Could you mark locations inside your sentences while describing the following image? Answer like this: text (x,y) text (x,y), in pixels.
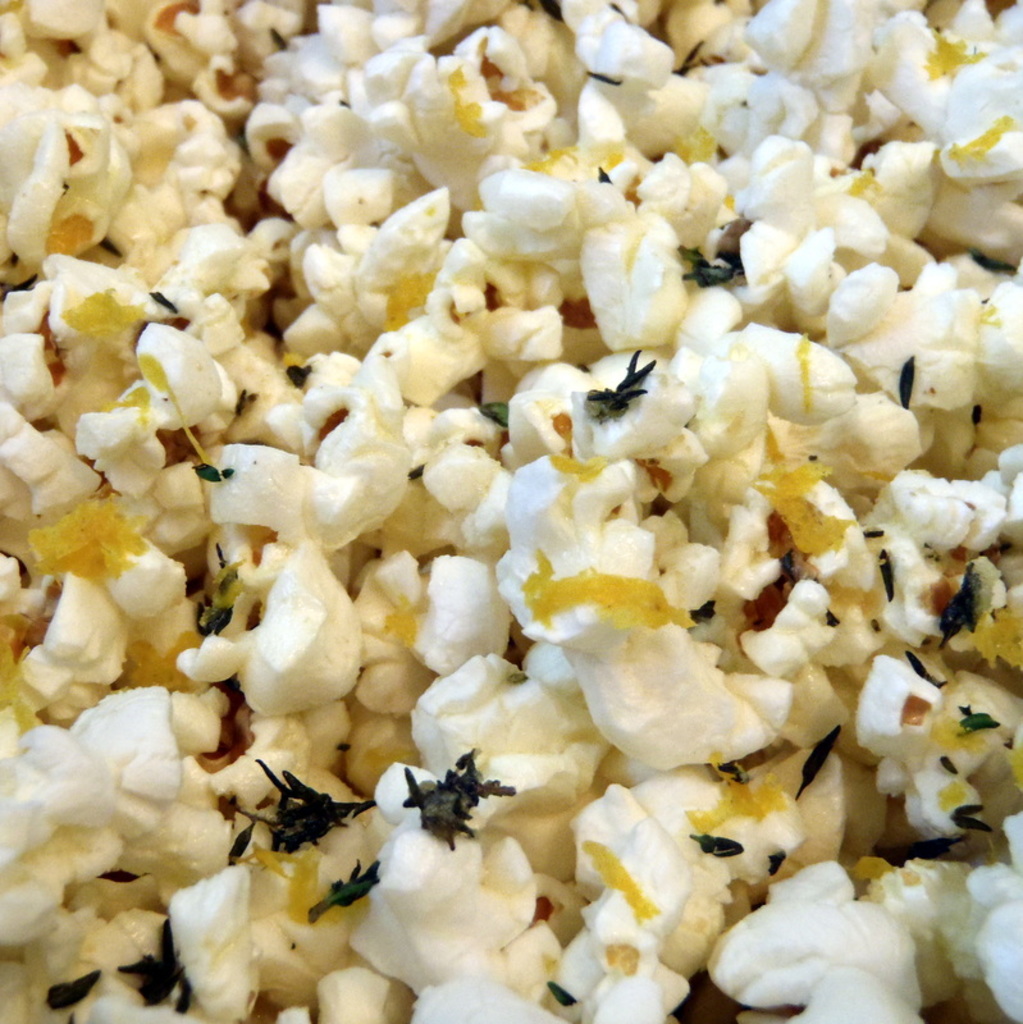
In this image there is popcorn (633,88).
